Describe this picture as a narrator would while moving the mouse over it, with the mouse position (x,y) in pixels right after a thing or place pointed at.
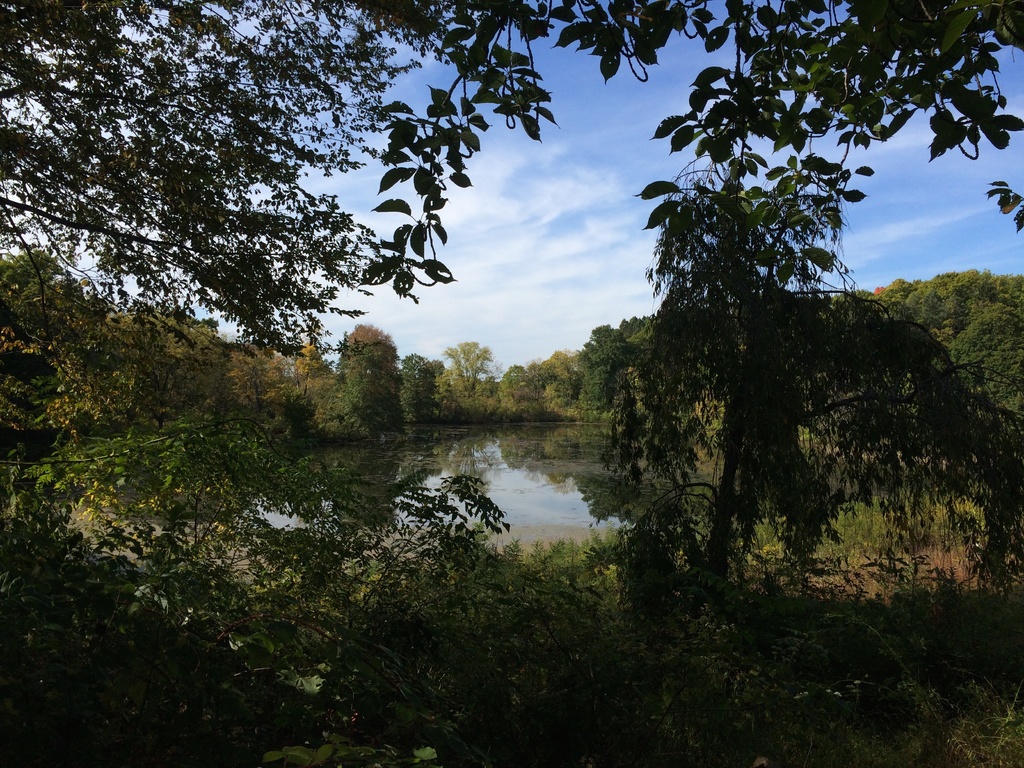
In this image I can see trees (685,488) in green color, water (542,488), and sky (537,305) in blue and white color.
